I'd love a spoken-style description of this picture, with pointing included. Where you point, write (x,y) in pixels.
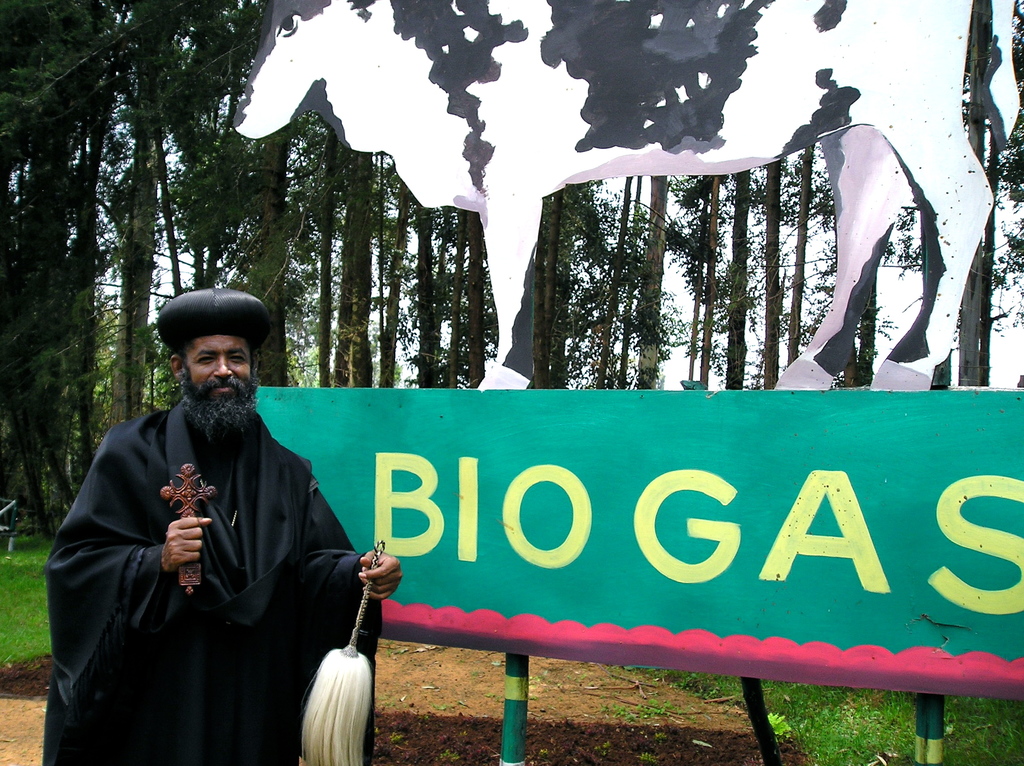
In this image there is a person (61,664) standing beside the board (755,626) holding somethings in which bio gas is written and cow sculpture (927,314) on it, also there are so many trees (452,280) at the back (452,280).
